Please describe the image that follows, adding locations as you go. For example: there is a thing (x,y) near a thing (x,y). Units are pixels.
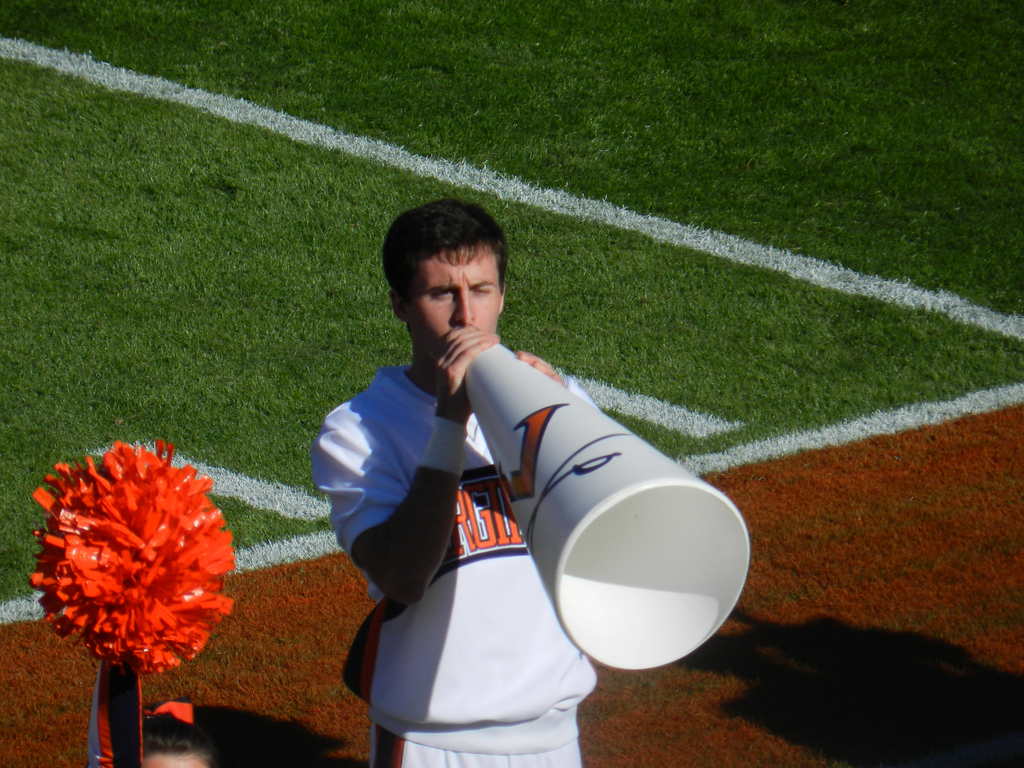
In this image we can see two persons (400,647) standing on the ground (234,682). One woman (111,717) is holding a pom pom (183,586) in her hand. One person (524,610) is holding a megaphone (522,431) in his hands (467,339).
